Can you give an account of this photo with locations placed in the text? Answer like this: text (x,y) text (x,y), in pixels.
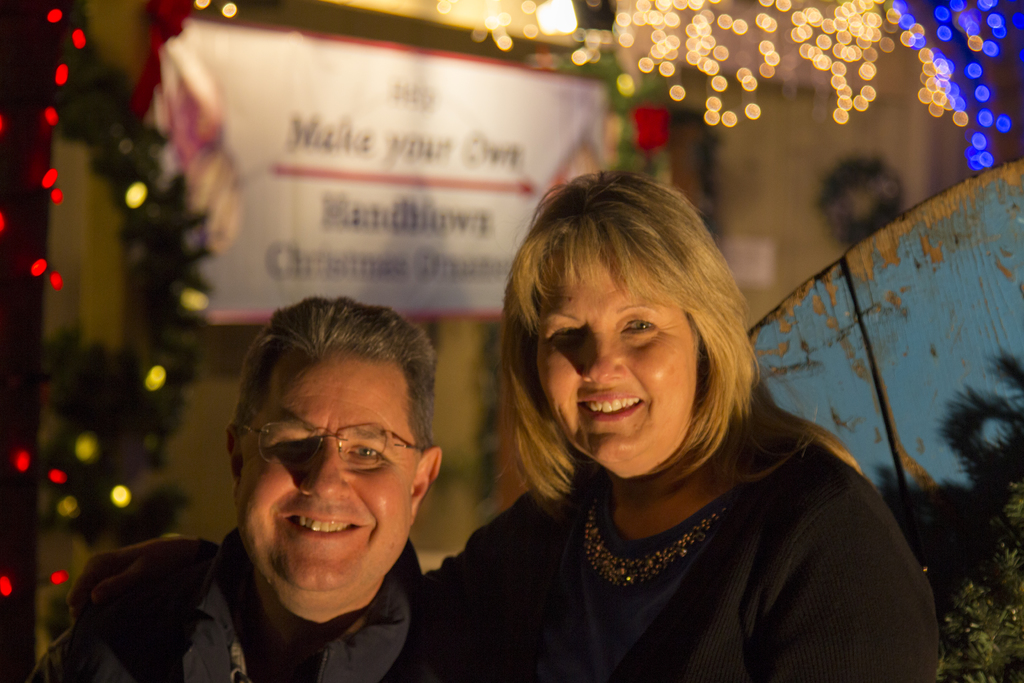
In this image, we can see a woman (641,517) and man (308,575) are watching and smiling. On the right side of the image (908,386), we can see a wooden object (959,352) and plant (1019,572). In the background (801,272), there is a blur view. Here we can see a board (431,197), wall (846,125) and decorative objects (84,416).
